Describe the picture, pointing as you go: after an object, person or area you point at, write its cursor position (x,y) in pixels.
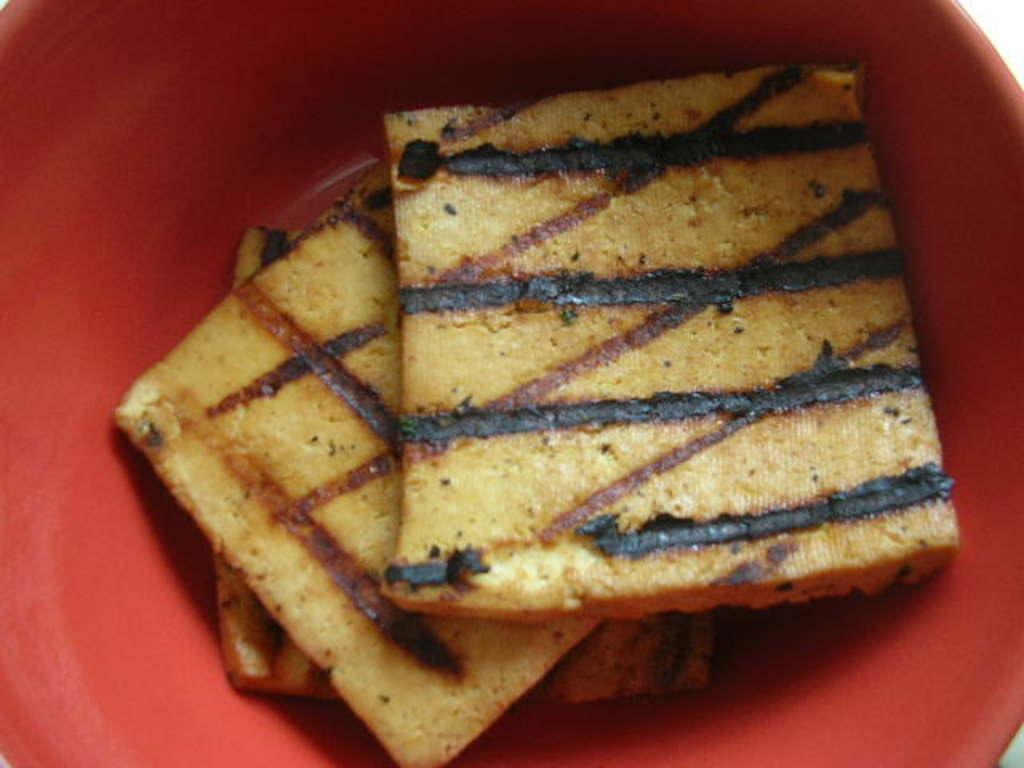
In this image there is one red color bowl (944,82), in the bowl (221,670) there are some food items (438,593) looks like bread (390,476).
